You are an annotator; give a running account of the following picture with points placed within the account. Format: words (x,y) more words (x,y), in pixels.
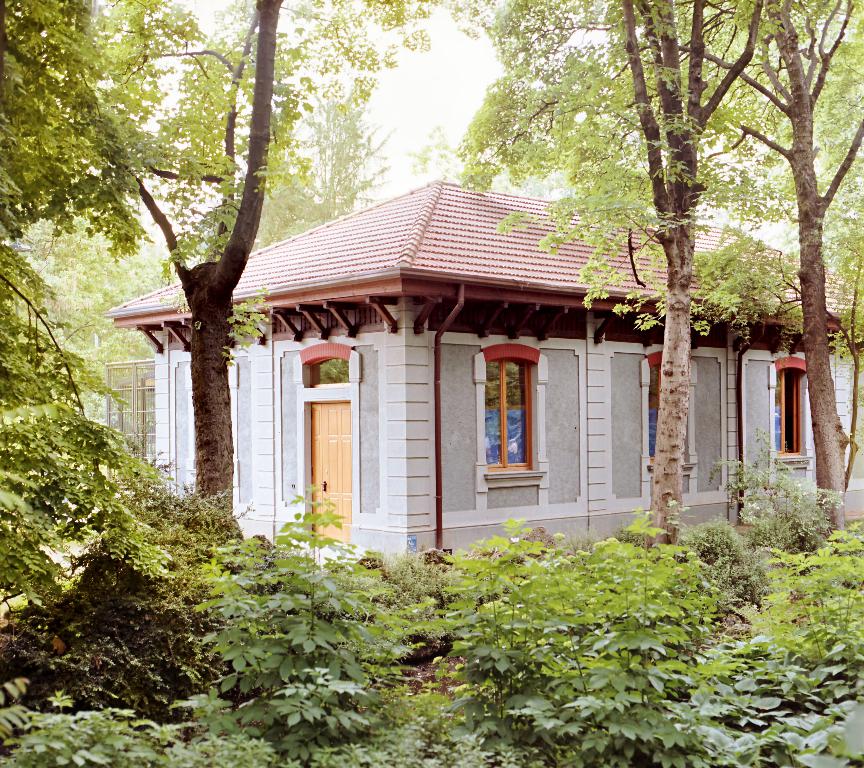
In this picture we can see some plants (59,728), a house (359,471) and a few trees (335,138) in the background (169,134).
